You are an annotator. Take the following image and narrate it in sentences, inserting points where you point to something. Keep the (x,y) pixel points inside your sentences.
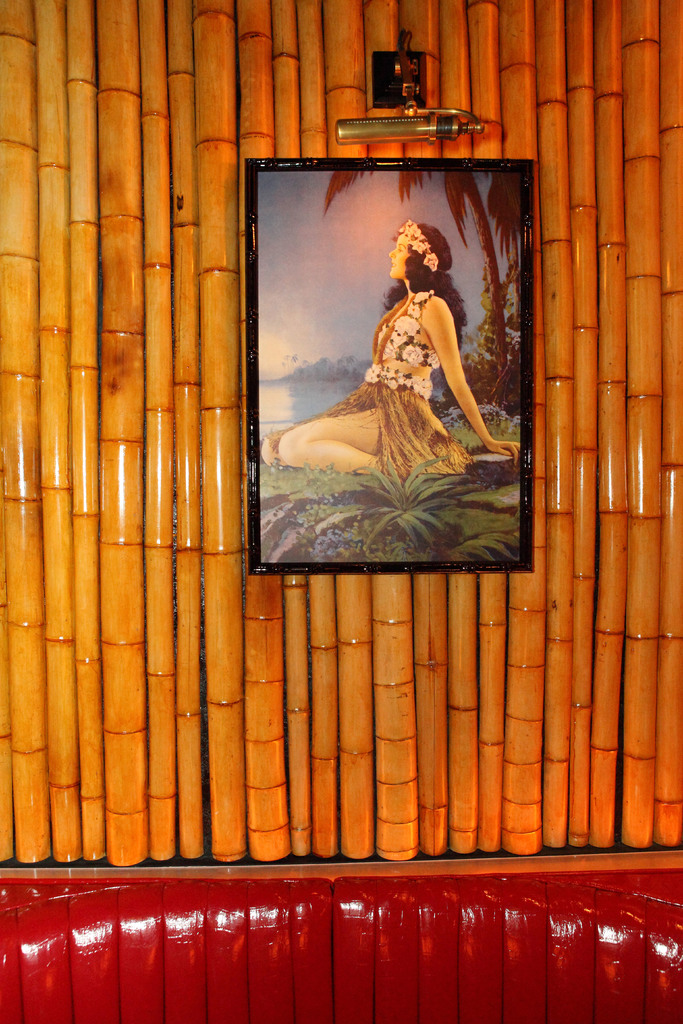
In this picture we can observe a photo frame (360,537) hanged to the bamboo sticks (160,456). These bamboo sticks (162,385) are in cream color. There is a woman (397,356) in the photo frame (392,336).
